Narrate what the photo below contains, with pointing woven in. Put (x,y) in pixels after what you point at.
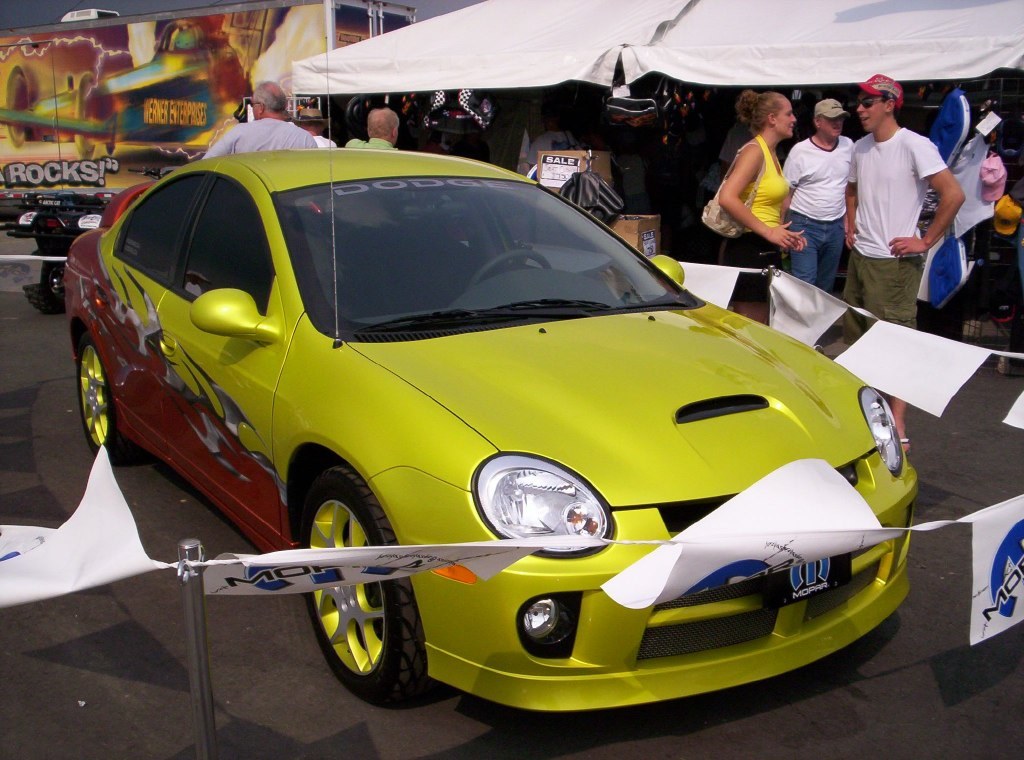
In this image I see a car (576,270) over here and there are few papers (784,484) around it. In the background (832,271) I see few people (875,244), boxes (638,234) and the tent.
